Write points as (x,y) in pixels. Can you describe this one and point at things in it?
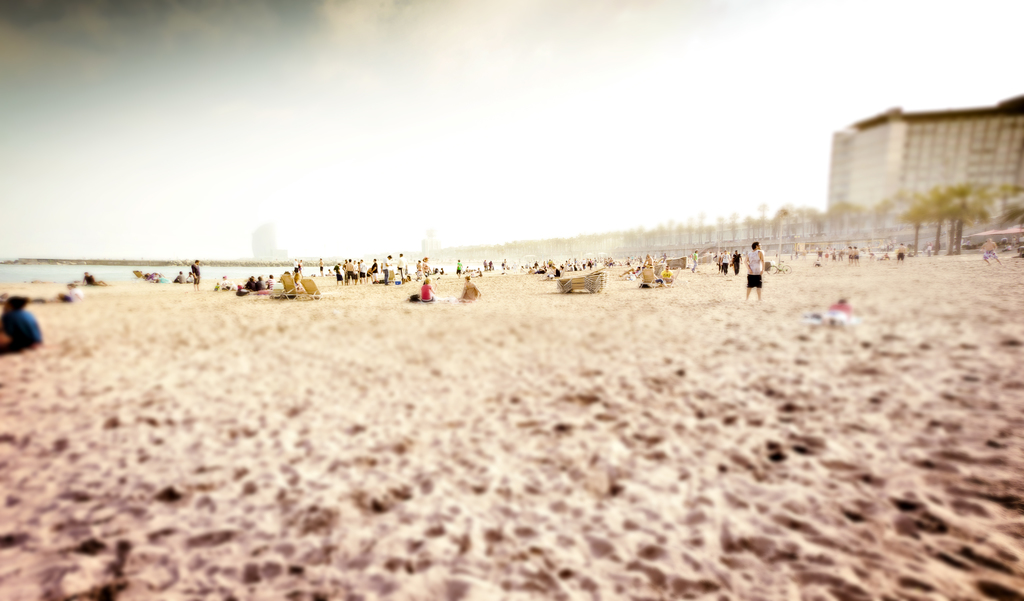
In this image I can see a group of people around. Few people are sitting on chairs (286,285). Back I can see few trees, water (230,273), buildings (959,138) and sand (902,414). The sky (515,13) is in white color. The image is blurred.
